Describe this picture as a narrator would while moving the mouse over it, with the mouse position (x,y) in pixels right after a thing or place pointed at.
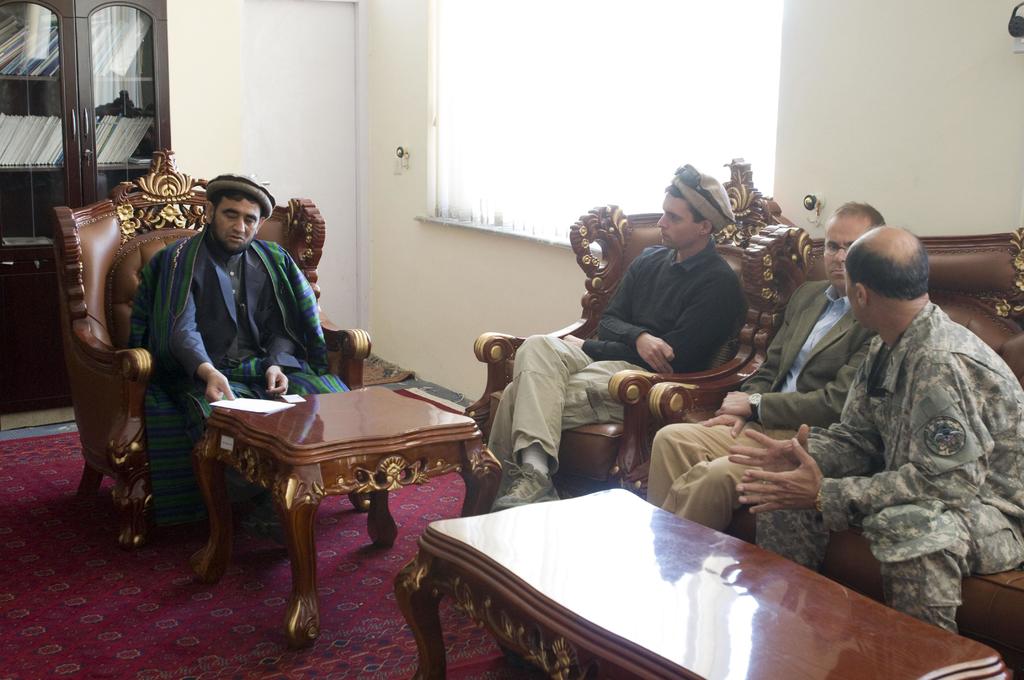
This is a picture consist of a four persons (873,381), and inside of a room (205,196) and left side (17,313) there is a cup board (43,105), on the cup board (19,177) there are the some books (49,148) kept, beside the cup board (156,137) there is a door (345,97), beside the door (282,121) there is a window (645,129) on the right side (705,222) there are the three persons (863,277) sitting on the sofa chair (638,456), on the left side (191,319) there a person (173,310) wearing a blue color shirt (194,305) and wearing a cap (229,177) on his head (237,221) sit in front of the table (279,423).
